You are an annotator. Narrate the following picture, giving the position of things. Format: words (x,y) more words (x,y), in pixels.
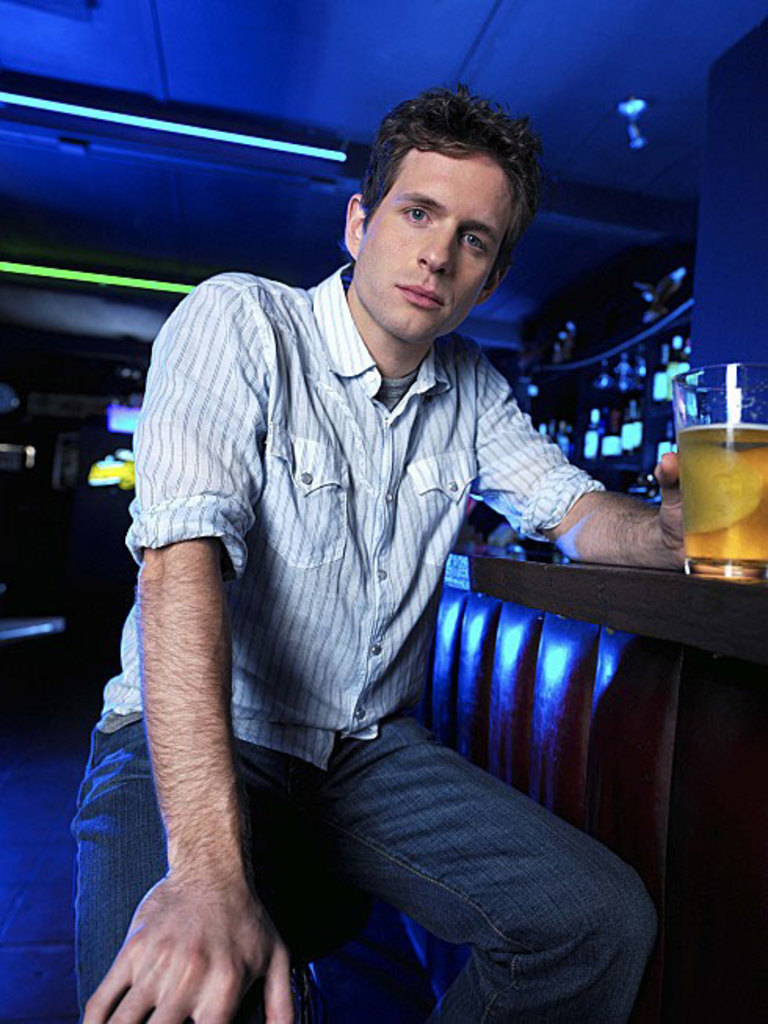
A person (346,653) is wearing a shirt (332,628) and jeans (364,864) and sitting on a chair (338,920). And there is a table (655,587) and he is holding a glass (712,487) containing of beer (726,498). And in the background (577,414) there are some bottles (636,377) on the cupboard (636,370) and the background (118,193) is looking blue.
